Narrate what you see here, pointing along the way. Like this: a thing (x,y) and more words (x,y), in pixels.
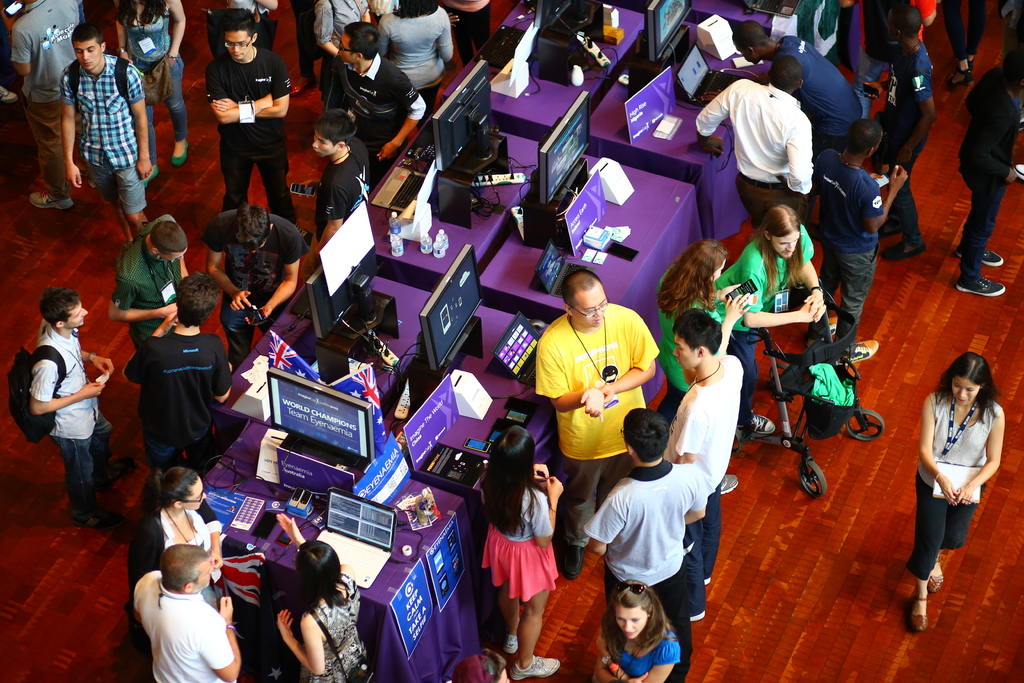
Here people (587,420) are standing, these are monitors (353,438) and desk (604,265).
